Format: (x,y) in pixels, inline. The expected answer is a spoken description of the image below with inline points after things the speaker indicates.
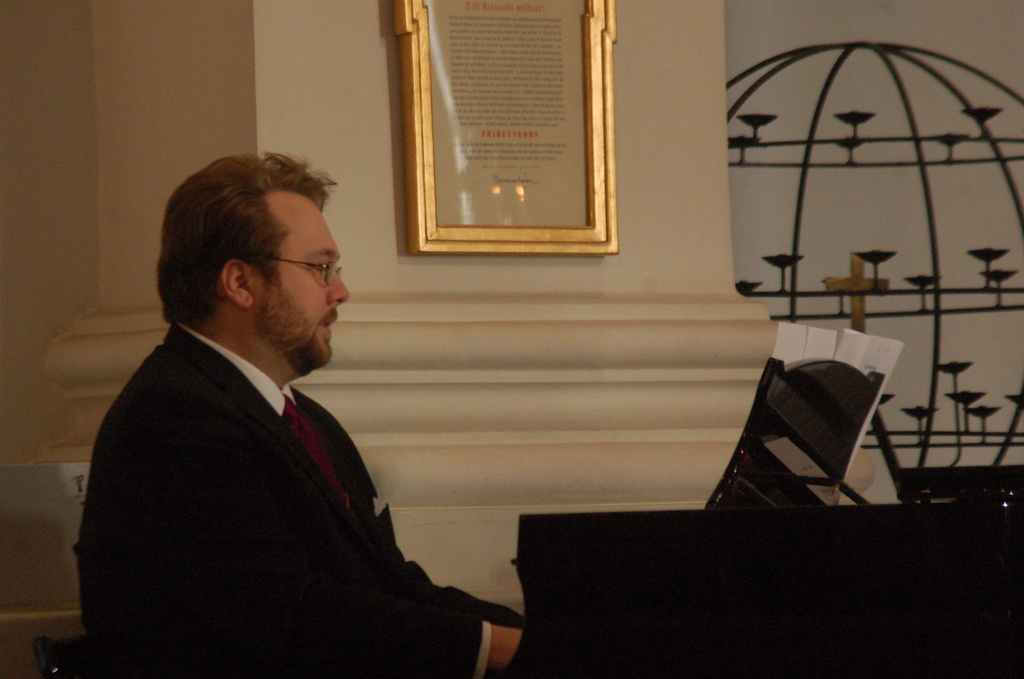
This is a picture taken in room (893,99), there is a man (237,463) in black blazer (249,480) playing a music instruments (618,584) the instrument (691,572) is in black color. Background of this man (349,546) is a pillar (510,330) which is in white color and a frame (496,128).
